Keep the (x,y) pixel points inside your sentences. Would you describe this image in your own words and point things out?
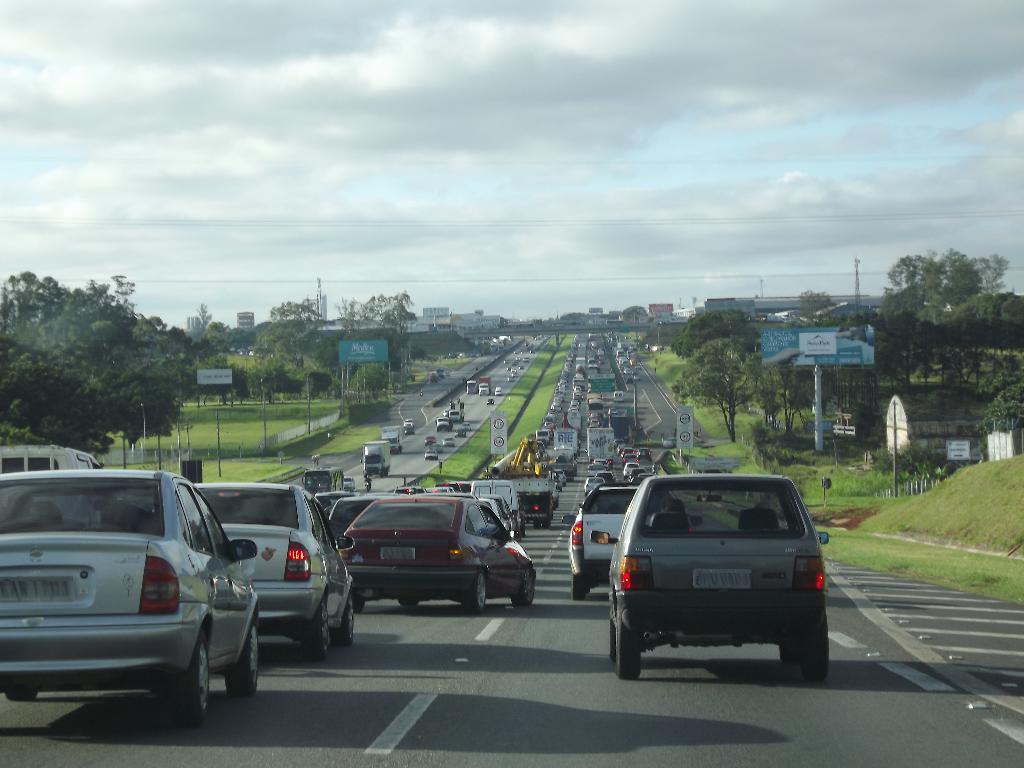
In the foreground of this image (498,525), there are many vehicles (484,550) moving on the roads (530,723). On either side, there are poles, boards (821,352) and trees (704,321). In the background (689,313), it seems like a bridge (647,327), few buildings (590,317), cables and the sky (447,113).
